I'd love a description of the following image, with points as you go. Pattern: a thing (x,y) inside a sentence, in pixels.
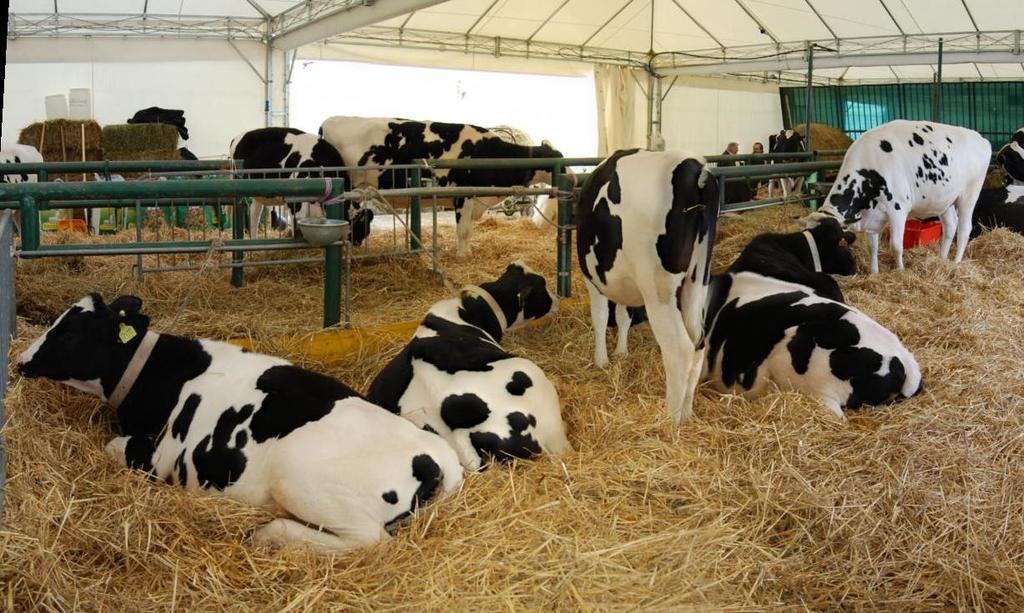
In this image, we can see animals (623,289) and some are lying. In the background (173,189), there are railings (433,198) and we can see some people (734,151) and there are rods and we can see a heap of grass (152,141) and a board (812,101). At the bottom (648,501), there is grass (564,499).
